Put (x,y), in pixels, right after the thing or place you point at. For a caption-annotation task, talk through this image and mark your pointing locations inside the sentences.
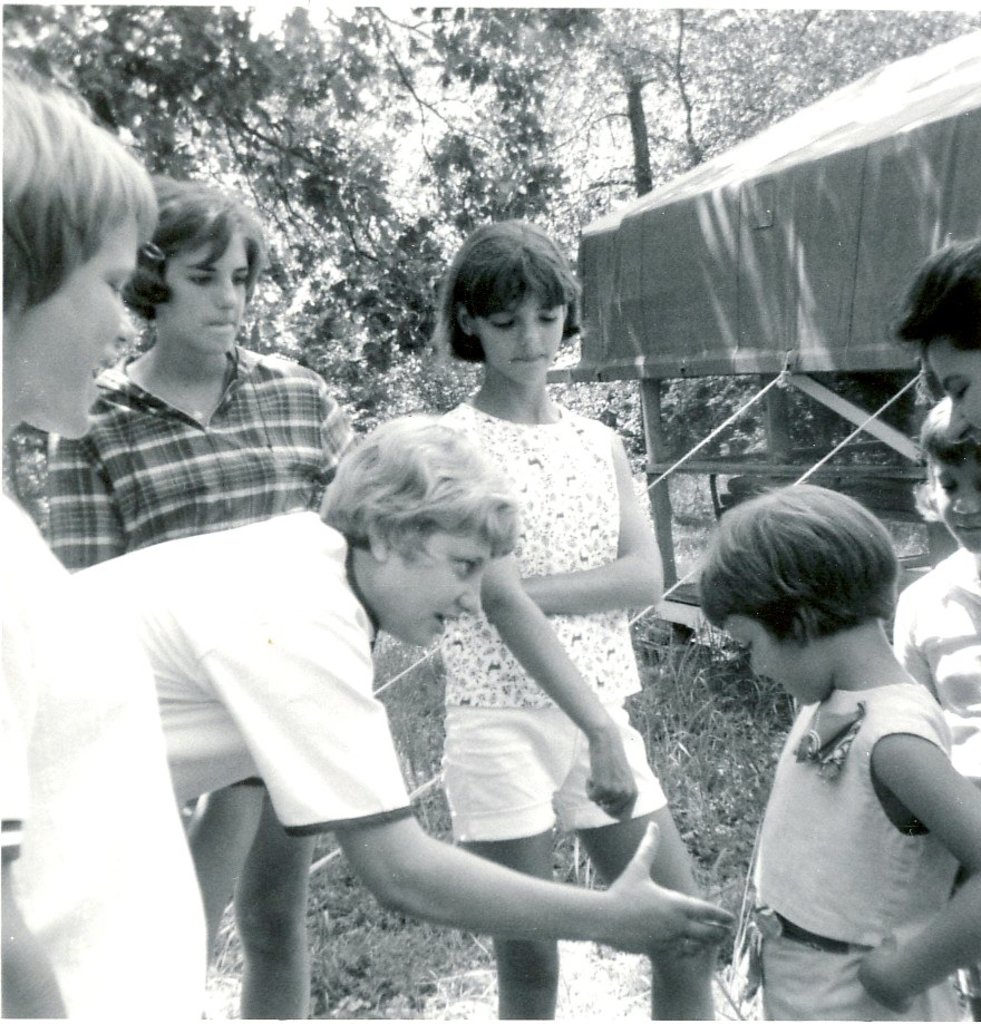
In the picture we can see some boys (73,801) and girls (189,428), from them we can see one boy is giving a hand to the small girl (856,982) and behind them, we can see a part of the tent (833,255) and besides we can see a part of the tree (516,97).
